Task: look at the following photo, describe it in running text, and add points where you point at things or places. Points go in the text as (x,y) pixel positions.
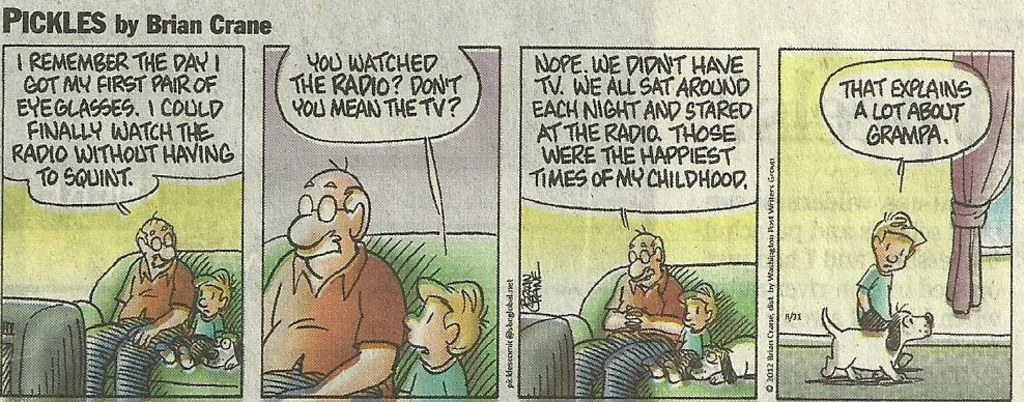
In this picture we can see a poster (139,239), here we can see people (282,301), dogs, curtain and some objects (594,301) and some text (768,318) on it.
